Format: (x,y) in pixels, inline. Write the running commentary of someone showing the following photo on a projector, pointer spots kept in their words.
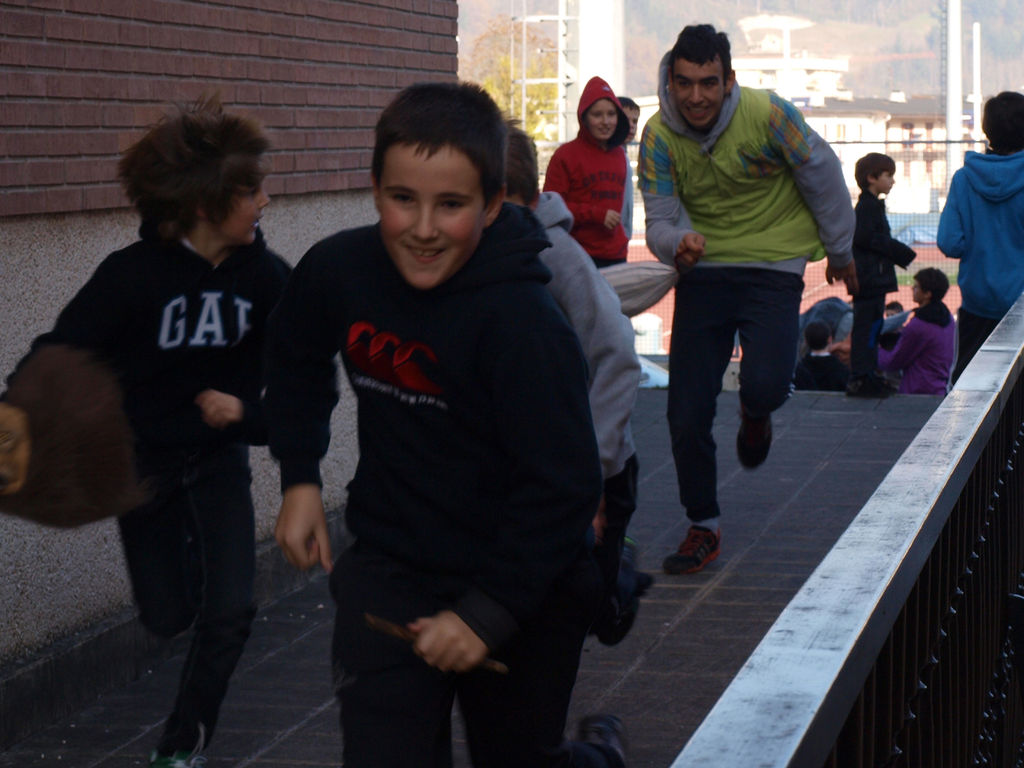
In this image, we can see people (688,213) wearing coats (652,181) and running and are holding some objects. In the background (866,320), there are some other people (940,320) and we can see a grille (943,598), a wall (279,51), stand (563,46), building (874,100), a fence (931,211) and trees (556,102). At the bottom (710,602), there is floor (746,559).
